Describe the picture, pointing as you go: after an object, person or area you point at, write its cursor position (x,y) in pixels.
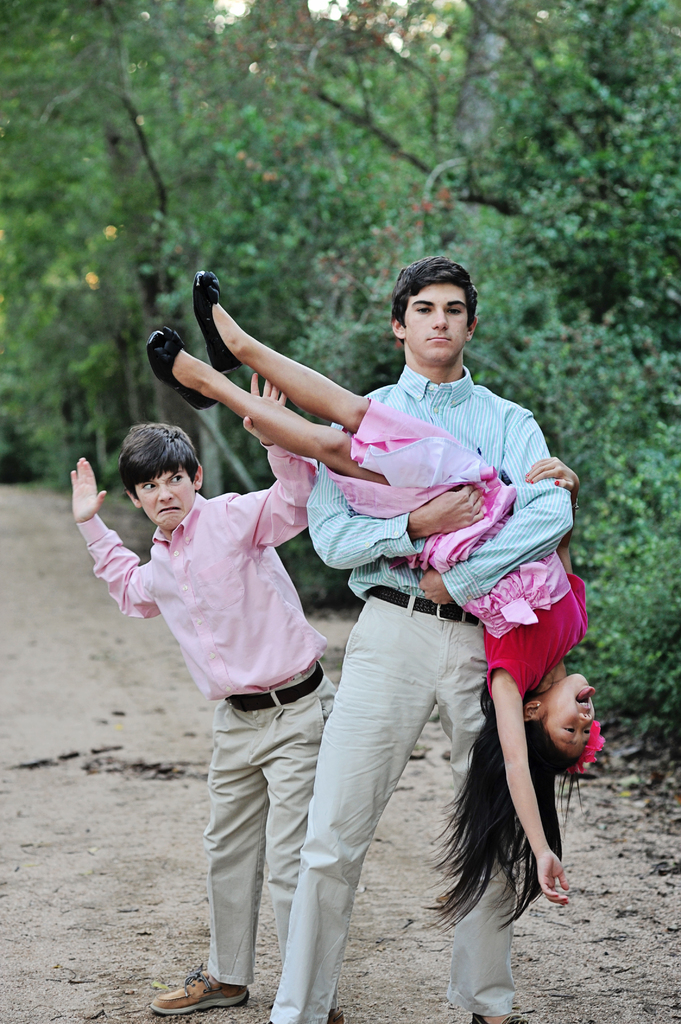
In this picture we can see there are two persons (112,587) standing on the ground (165,976) and a man (388,656) is holding a girl (450,544). Behind the three persons (234,545), there are trees (355,174).
